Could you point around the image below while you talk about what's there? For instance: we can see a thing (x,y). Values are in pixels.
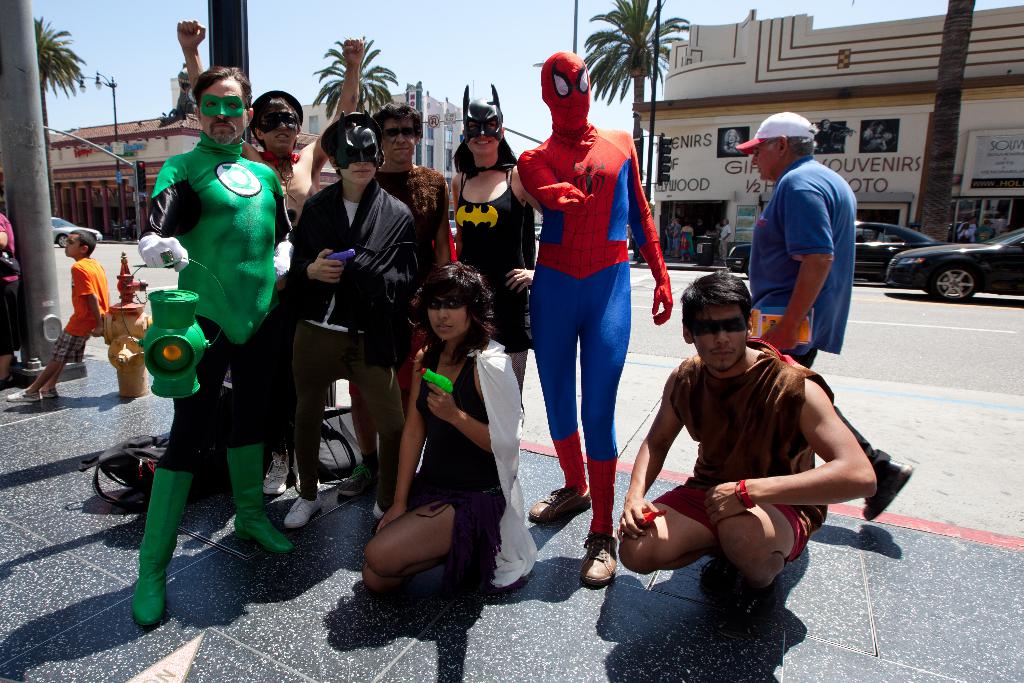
This image is clicked outside. There are buildings (974,137) in the middle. There are trees (955,121) in the middle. There is a street light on the left side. There are cars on the left side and right side (1005,252). They are in white and black color. There are so many persons (584,195) standing in the middle (468,255). They are wearing different types of dresses (295,279). There is sky (499,47) at the top (408,45).
